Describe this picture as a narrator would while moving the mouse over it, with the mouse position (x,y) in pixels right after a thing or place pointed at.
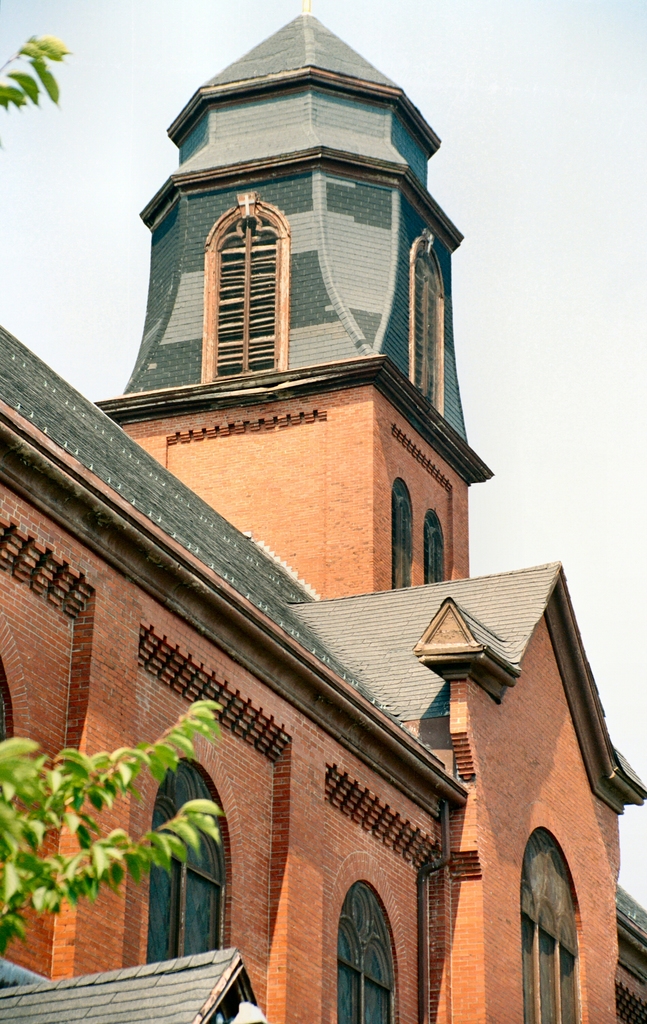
In this image I can see the building (242,604) which is in brown and grey color. To the left (159,848) there is a tree (80,815) which is in green color. In the background (492,292) I can see the white sky (567,271).
